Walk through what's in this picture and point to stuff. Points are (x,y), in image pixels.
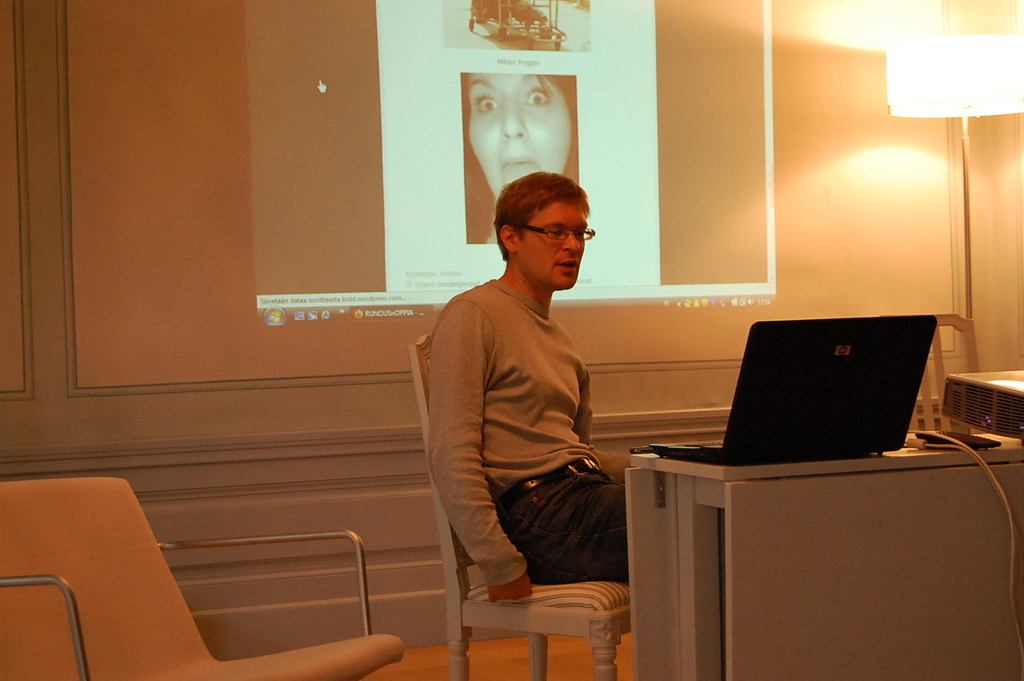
A man (505,398) is working on his laptop (767,443) and projecting it on the wall (843,256) back side of him.
